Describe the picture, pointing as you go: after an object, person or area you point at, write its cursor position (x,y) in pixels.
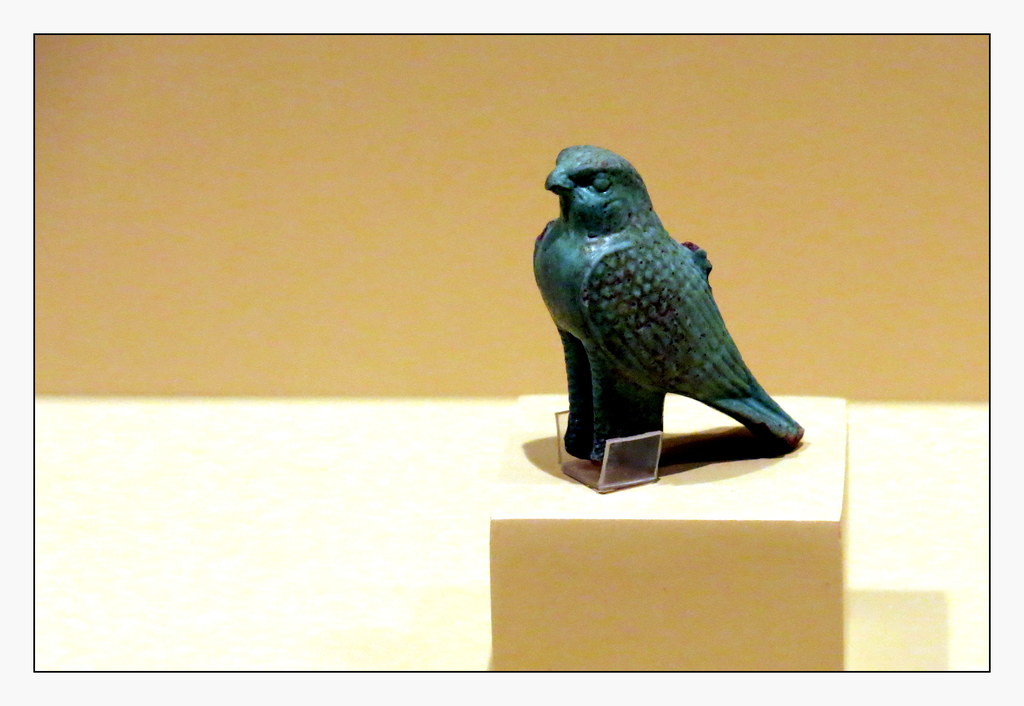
In this image we can see a falcon statue (619,344) placed on the block (596,572).
